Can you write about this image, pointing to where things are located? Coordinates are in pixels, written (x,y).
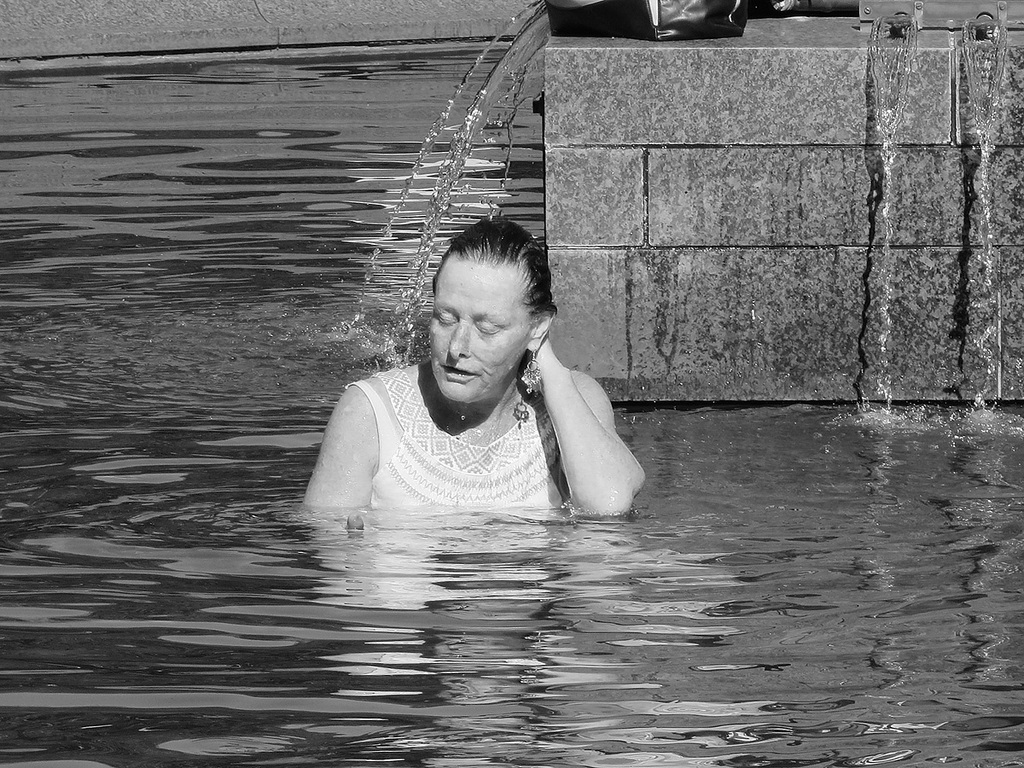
In this picture we can see a woman (366,425) in water (856,507) and in the background (561,7) we can see a bag (684,33).
